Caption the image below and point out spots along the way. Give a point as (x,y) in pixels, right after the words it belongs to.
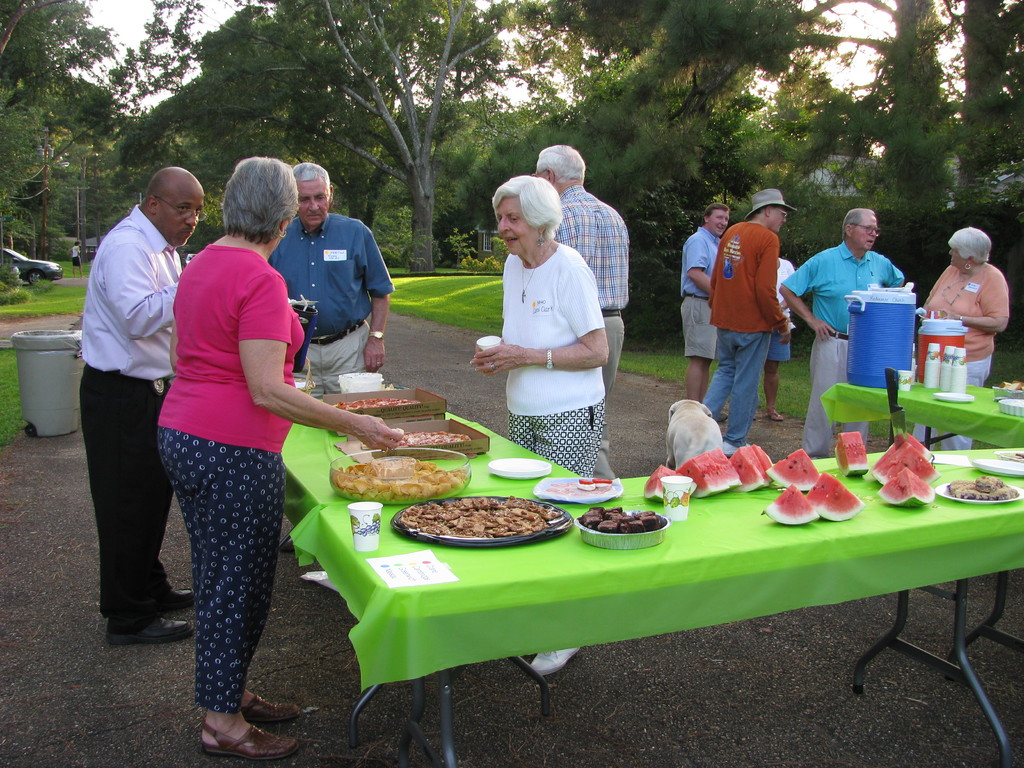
In this image I can see number of people (153,564) are standing. I can see few tables (381,688) and on these tables (445,527) I can see green colour table cloth (419,655), few fruits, few cups (945,369), few bottles (954,333), few plates (954,395) and different types of food (520,503). I can also see a dog (710,421) and in the background (2,280) can see grass (52,304), number of trees (71,200), a vehicle (14,257) and one more person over there.
